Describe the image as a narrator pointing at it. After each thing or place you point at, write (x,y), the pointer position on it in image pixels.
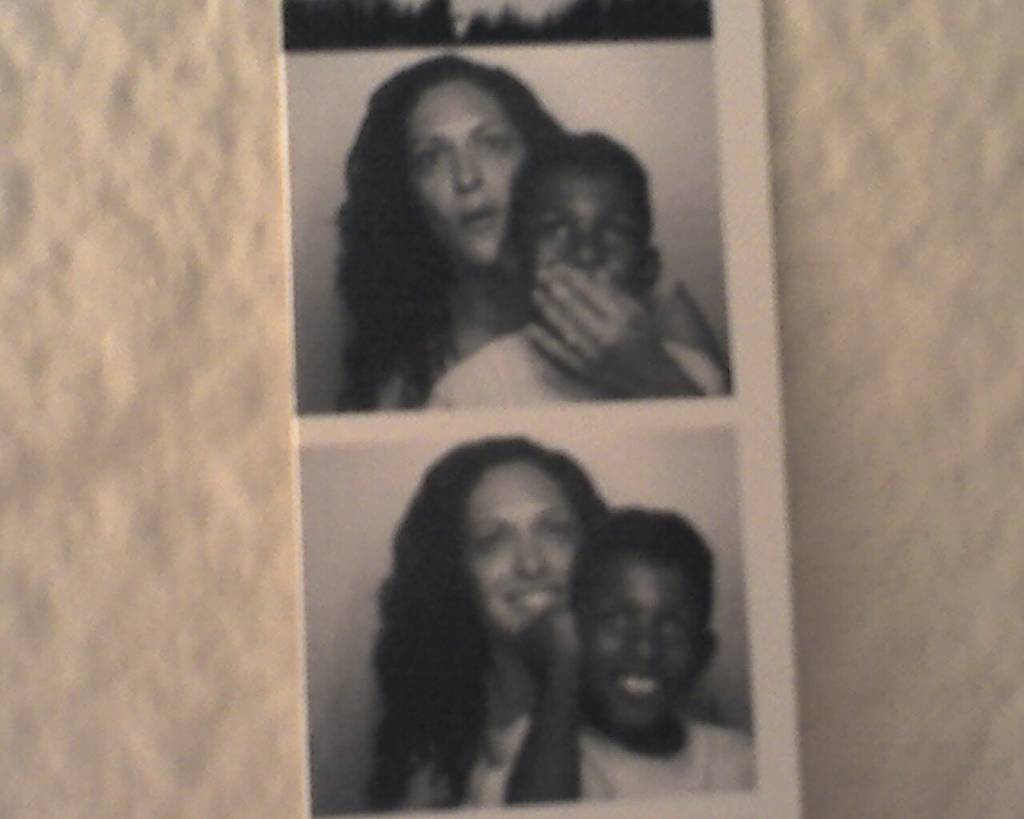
This image consists of a photograph (501,377). In which we can see a woman (419,375) and a boy (695,728). In the background (202,429), it looks like a wall (165,481).
